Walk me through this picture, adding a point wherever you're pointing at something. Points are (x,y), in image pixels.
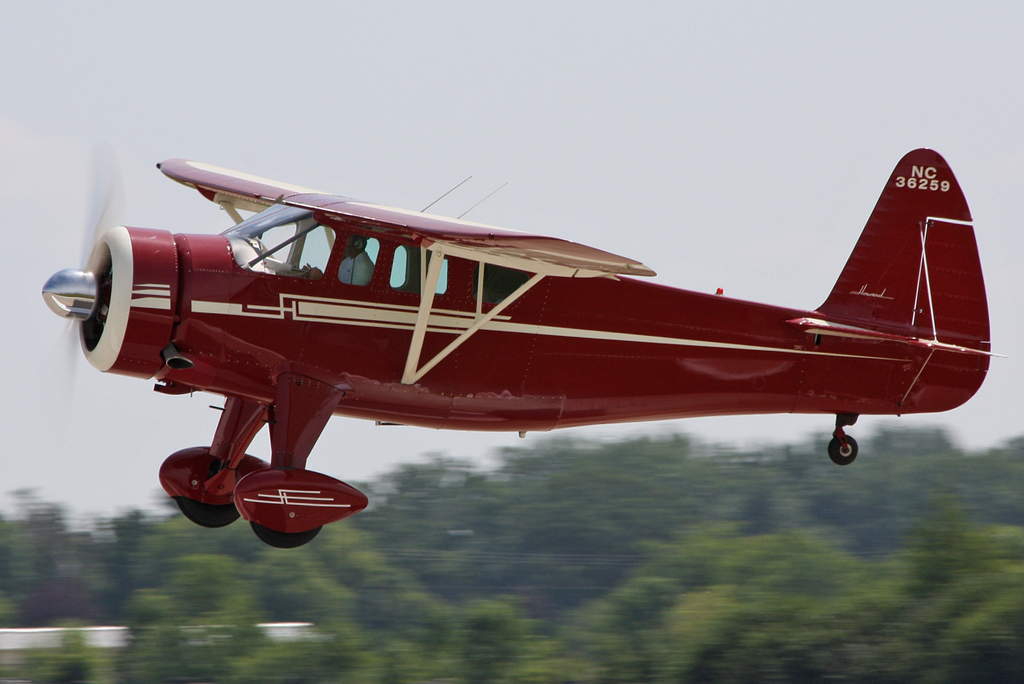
In this image we can see an airplane (460,414) flying in the sky (446,137). At the bottom of the image (570,542) there is the green background (403,637). At the top of the image (532,174) there is the sky (434,163).
